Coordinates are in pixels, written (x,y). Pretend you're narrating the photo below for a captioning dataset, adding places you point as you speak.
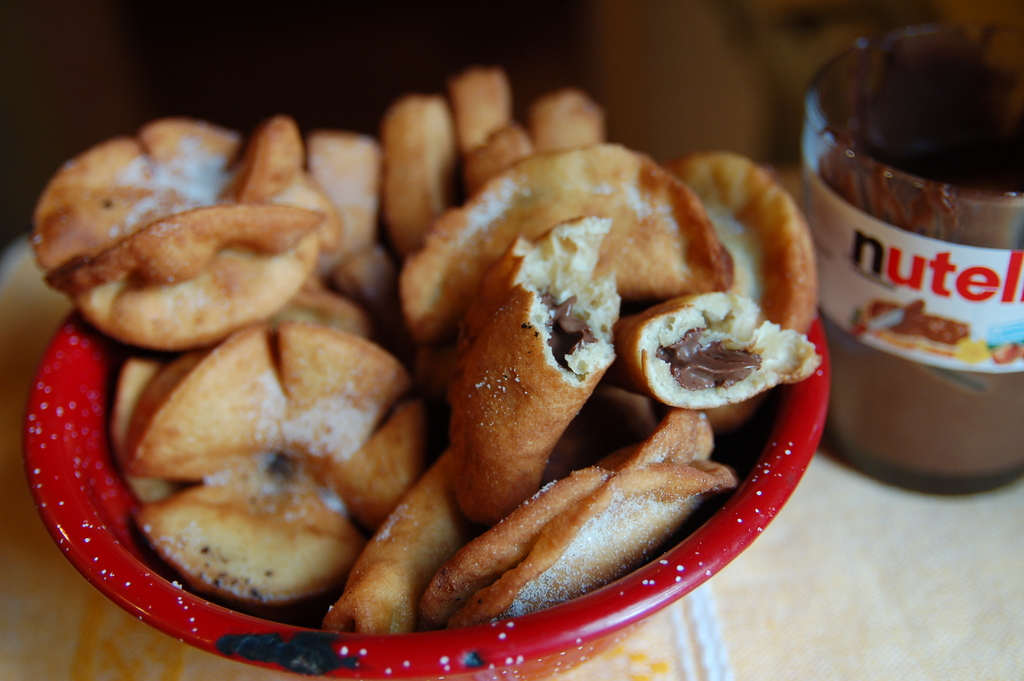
In the image there are some cookies (195,391) kept in a bowl (45,379) and beside the bowl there is some chocolate cream (976,152) in a glass (925,173).
